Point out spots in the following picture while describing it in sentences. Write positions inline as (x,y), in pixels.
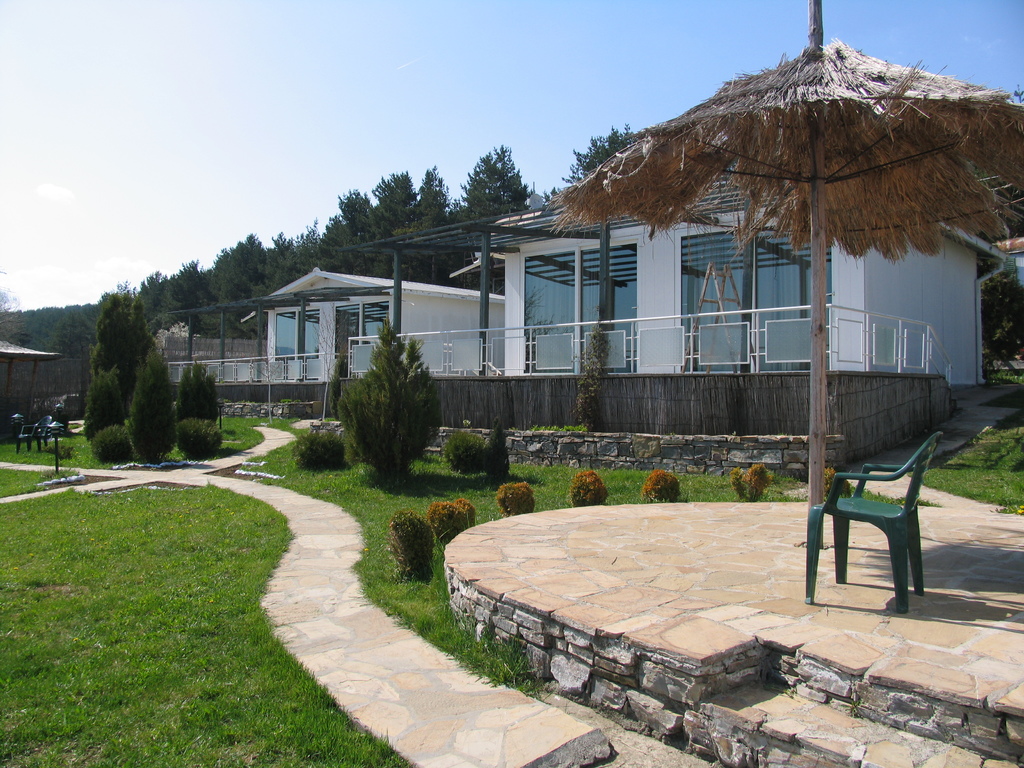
In this image we can see some houses (492,333) and there are some trees (437,226) and plants (122,330). We can see a path (349,666) and the grass (95,762) on the ground (628,762) and on the right side (719,121), we can see an umbrella (944,134) and a chair (812,596). We can see the sky (453,103) at the top (711,39).
